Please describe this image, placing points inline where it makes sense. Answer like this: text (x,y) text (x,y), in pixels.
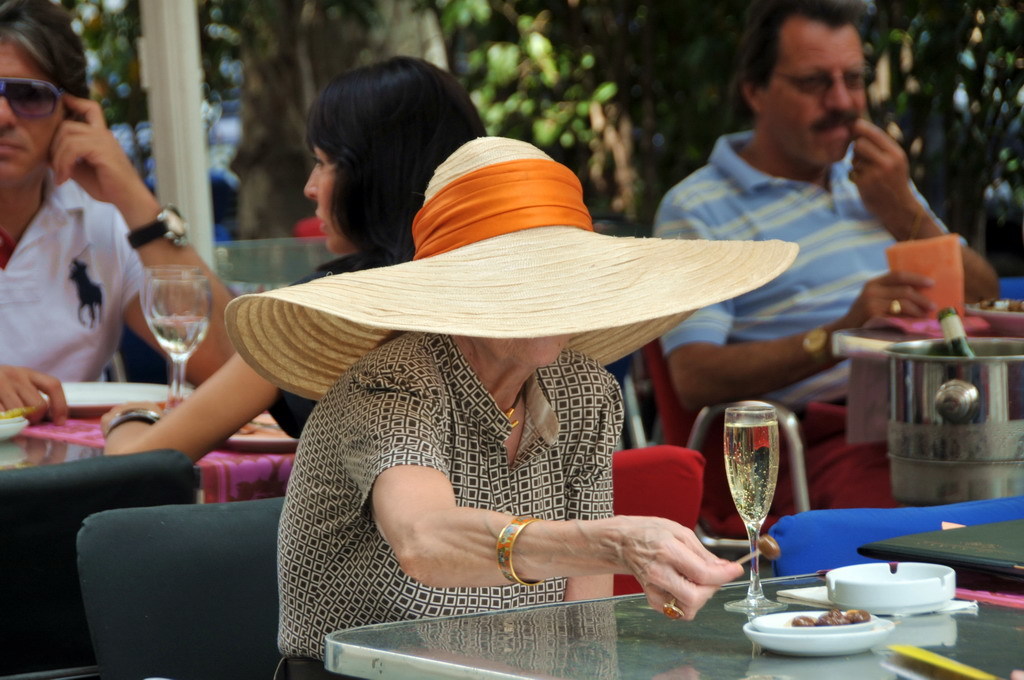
In the front (488,473) there is a lady (488,473) with black and grey dress (464,441) is sitting. In front of her there is a glass (742,473) with wine (753,479) and a item (827,609) inside the plate (841,635). She kept her hat (548,225) in her head (561,287), To the left corner (60,228) there is a man (62,269) with white t-shirt (62,269) is sitting and beside him there is a lady (360,222). To the right side (811,265) there is a man (819,251) with blue and white lines t-shirt (815,277) is sitting. In the background (396,31) there is a tree (683,80).
